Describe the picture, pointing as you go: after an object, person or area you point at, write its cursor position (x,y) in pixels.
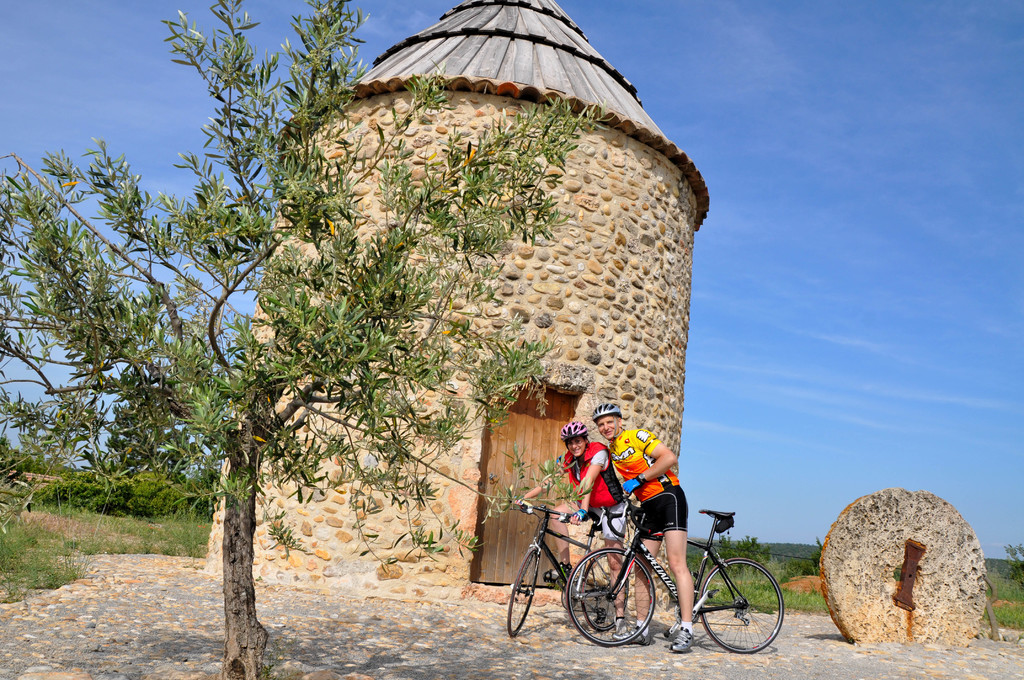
In the picture we can see a rock stone surface (257,603) on it, we can see a cylindrical shaped house (469,579) with a door (524,547) and it is constructed with stones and near it, we can see a tree (236,160) and two people (627,431) are standing on the bicycles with helmets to them and behind the house (638,209) we can see grass surface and some plants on it and in the background (196,127) we can see a sky (940,439) with clouds (875,420).
